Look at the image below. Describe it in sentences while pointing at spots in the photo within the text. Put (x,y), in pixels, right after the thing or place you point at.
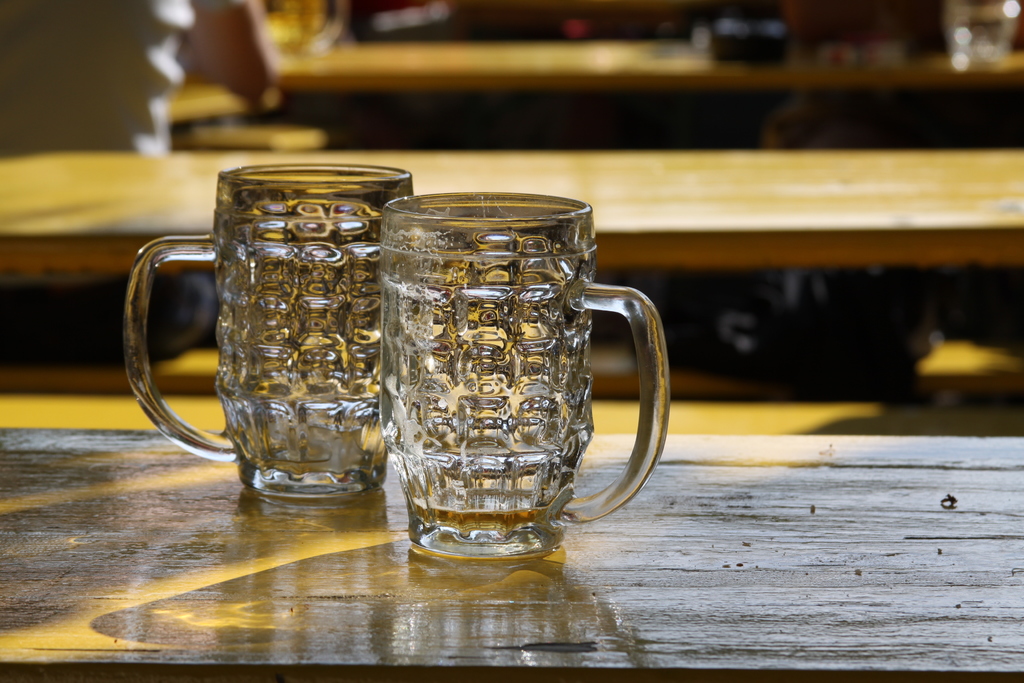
This picture is mainly highlighted with two glasses (341,293) on a table (858,561). On the background (658,222) we can see tables (816,244) and partial part of a human (132,71) sitting on a bench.
